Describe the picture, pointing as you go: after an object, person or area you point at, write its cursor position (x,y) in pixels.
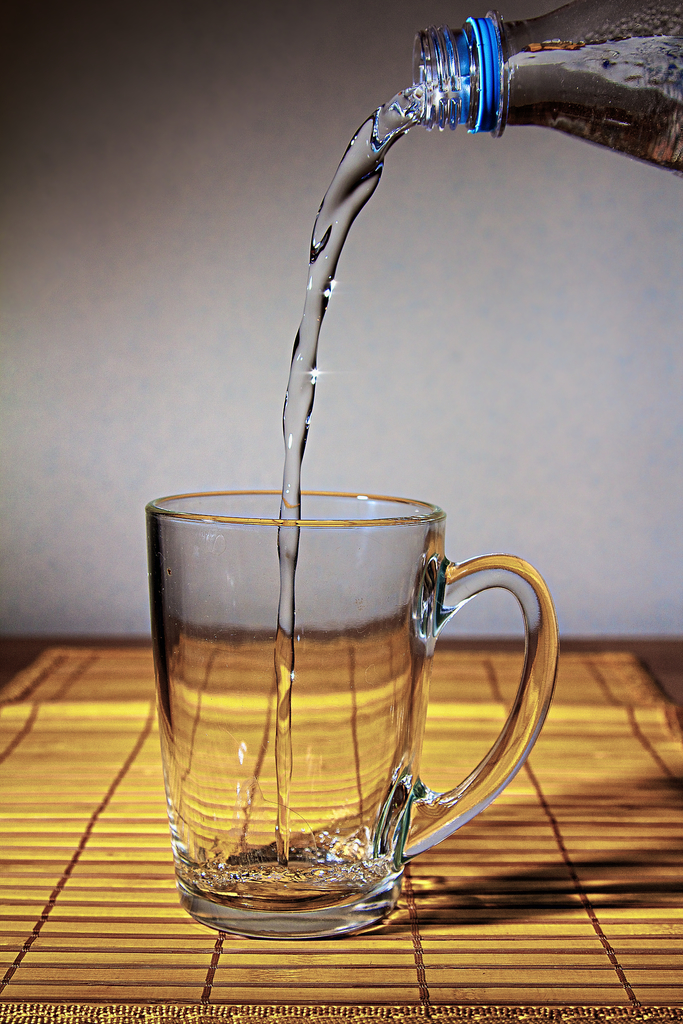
In this picture we can see a glass (221,766), being filled with water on a table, and behind there is the wall (232,278).
